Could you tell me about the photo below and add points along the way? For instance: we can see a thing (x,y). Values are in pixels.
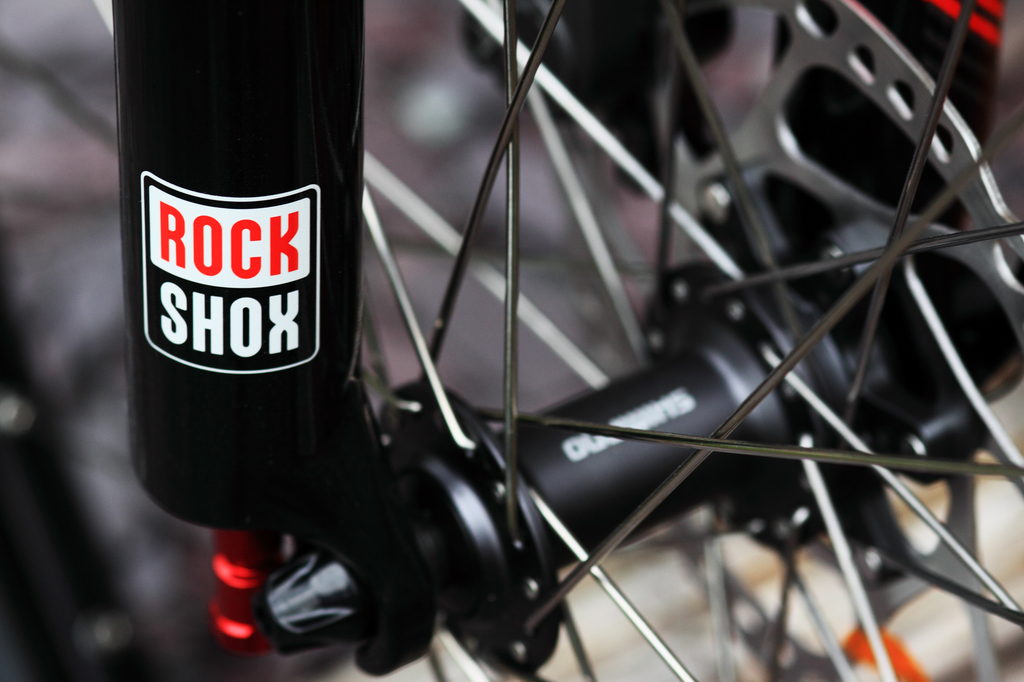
In this image we can see a wheel (706,302) of a vehicle (207,248). There is a black object (219,341) attached to the wheel (457,638).
